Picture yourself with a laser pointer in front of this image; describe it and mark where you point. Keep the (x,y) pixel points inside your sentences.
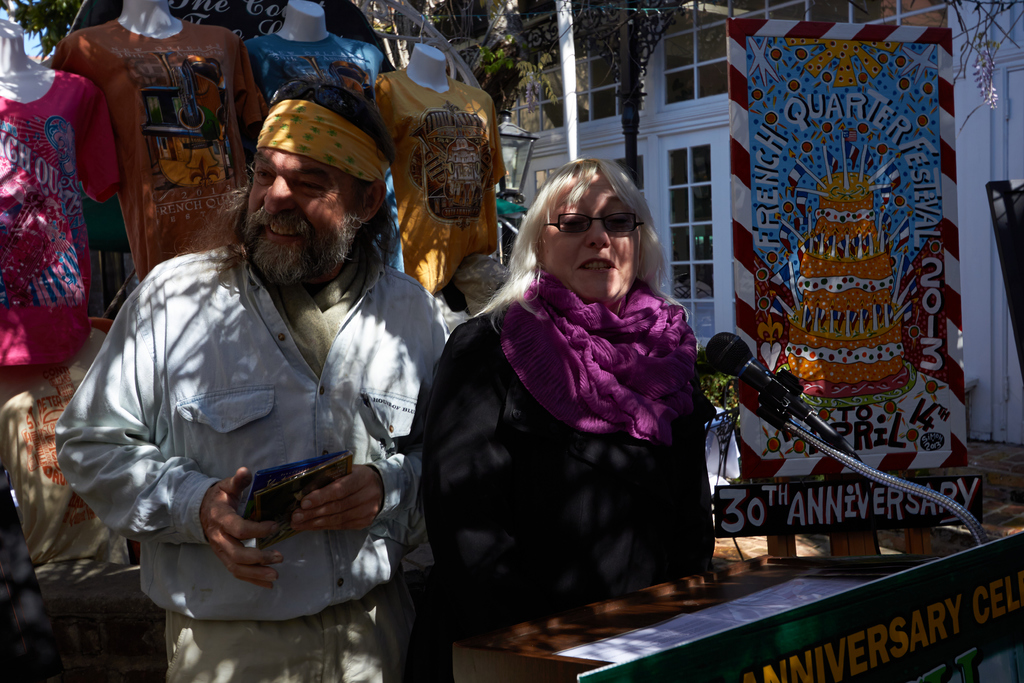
In this picture I can see couple of them (348,333) standing and I can see microphones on the table (512,675) and few clothes (170,115) on the mannequins (1,69) and I can see building (696,86) and a trees (515,37) and I can see few banners (770,149) with some text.
